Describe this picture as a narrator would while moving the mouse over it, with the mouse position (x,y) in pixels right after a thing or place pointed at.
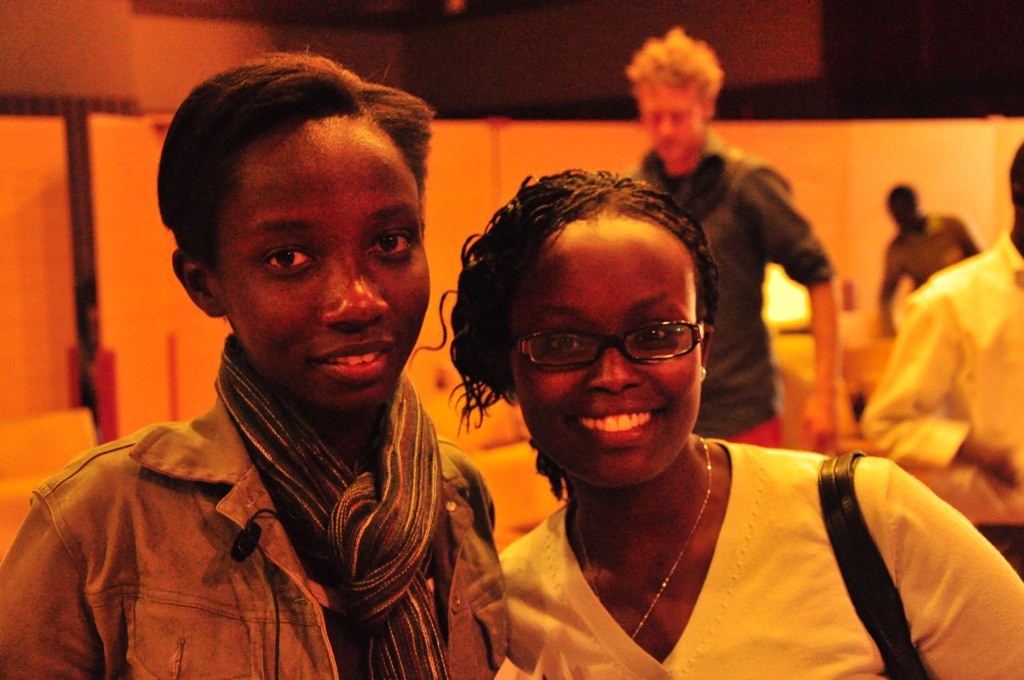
In the image we can see there are people (722,386) wearing clothes (855,475) and the background (431,14) is blurred. Here we can see the woman (638,358) wearing spectacles (658,355), neck chain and carrying a handbag (860,570).
